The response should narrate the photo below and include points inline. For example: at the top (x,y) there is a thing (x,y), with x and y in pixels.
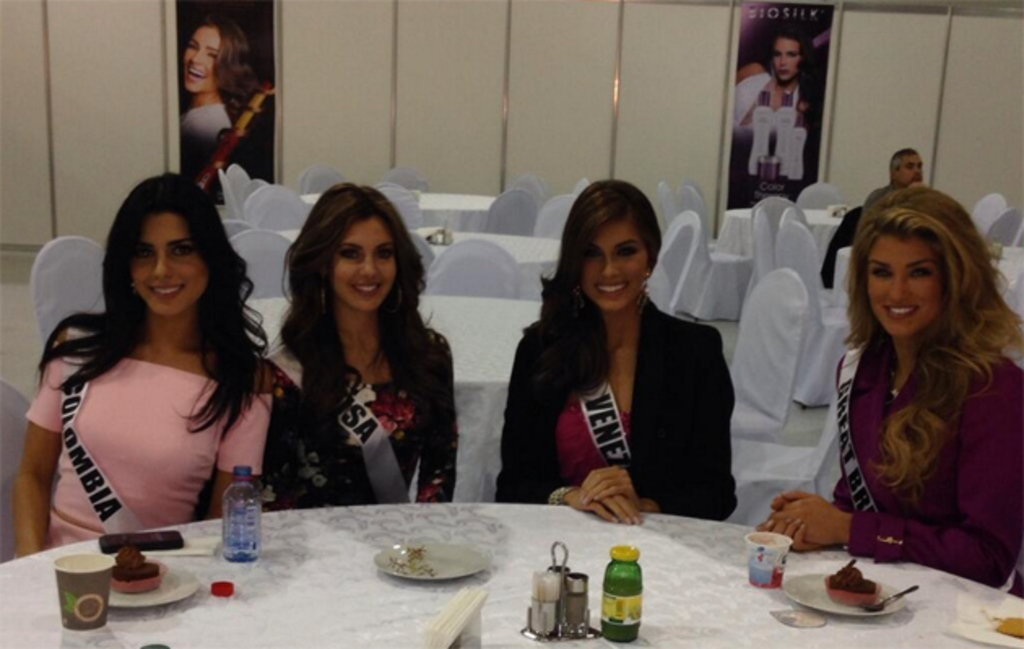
In this picture I can see there are four women (365,463) sitting on the chairs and they are smiling. They are wearing sashes (79,358). They have a table (241,578) in front of them with a water bottle (254,512), few other objects (470,605) placed on the table (284,601). In the backdrop (417,186), I can see there are few empty chairs (546,227) and there is a person (920,173) sitting on the right side (907,176), there is a wall (848,162) with poster (208,57) in the backdrop (630,49).
